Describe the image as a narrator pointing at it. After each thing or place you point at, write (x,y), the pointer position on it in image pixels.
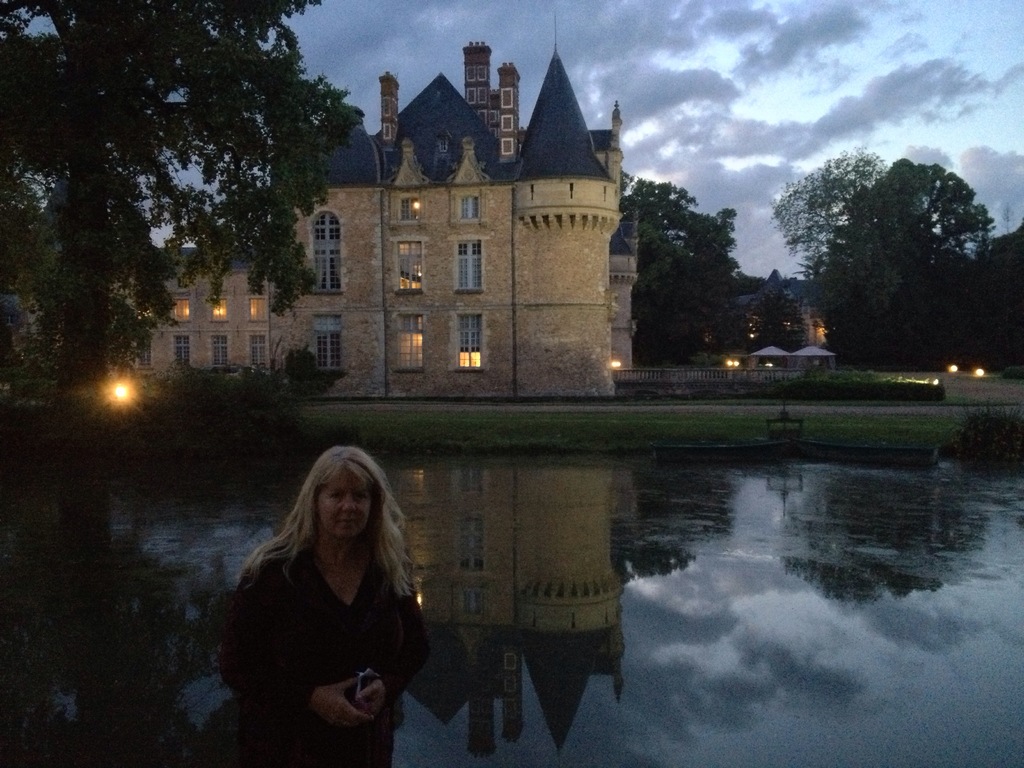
In this image I can see a person (312,565) standing and can see there is a building (431,298), and to the right side of the image (781,355) there are two gazebos (812,360). There is a building reflection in the water (660,643), there are trees (218,175), and in the background (786,112) there is sky (795,116) with clouds (787,81).
